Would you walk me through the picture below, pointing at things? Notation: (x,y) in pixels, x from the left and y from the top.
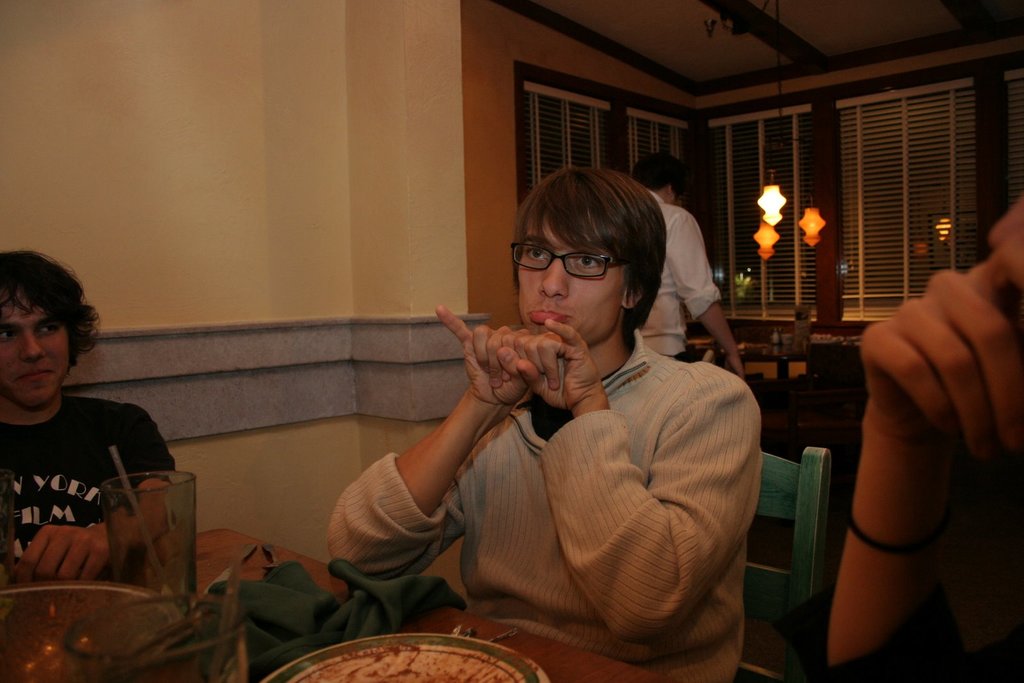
In this image I see 2 men (547,184) and they are sitting in front of a table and there are few things (29,632) on the table (469,615), I can also see there is a person's hand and In the background (644,330) I see a person (654,340), windows (763,286) and the lights (780,218).
